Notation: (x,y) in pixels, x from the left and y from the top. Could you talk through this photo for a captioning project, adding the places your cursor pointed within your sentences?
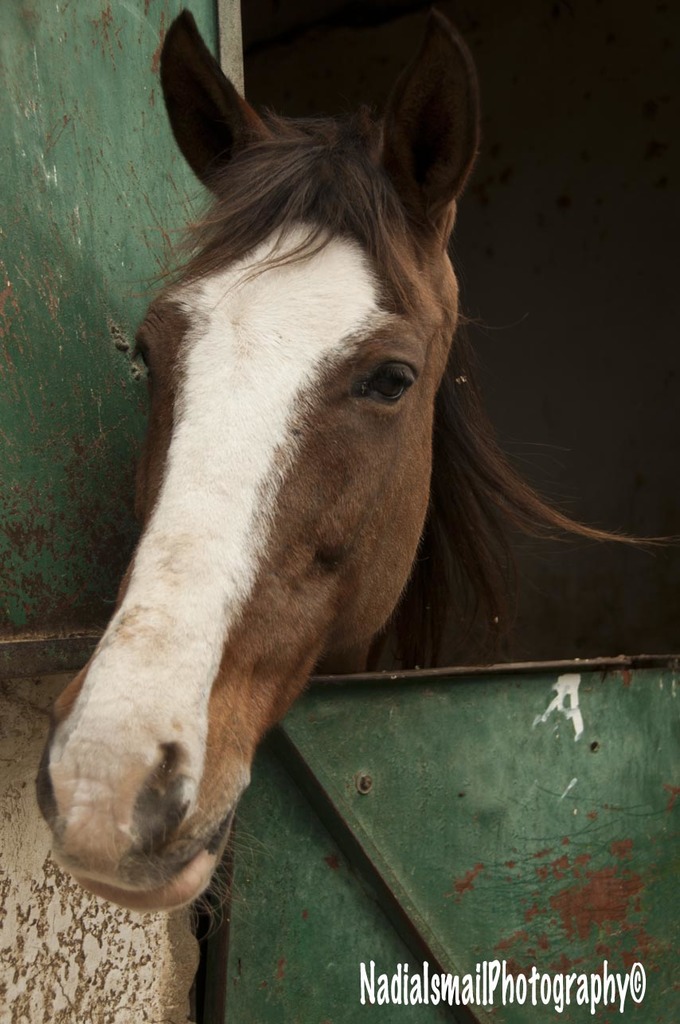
In this image we can see a horse (258,680) with brown and white color standing in front of a door (457,864).
